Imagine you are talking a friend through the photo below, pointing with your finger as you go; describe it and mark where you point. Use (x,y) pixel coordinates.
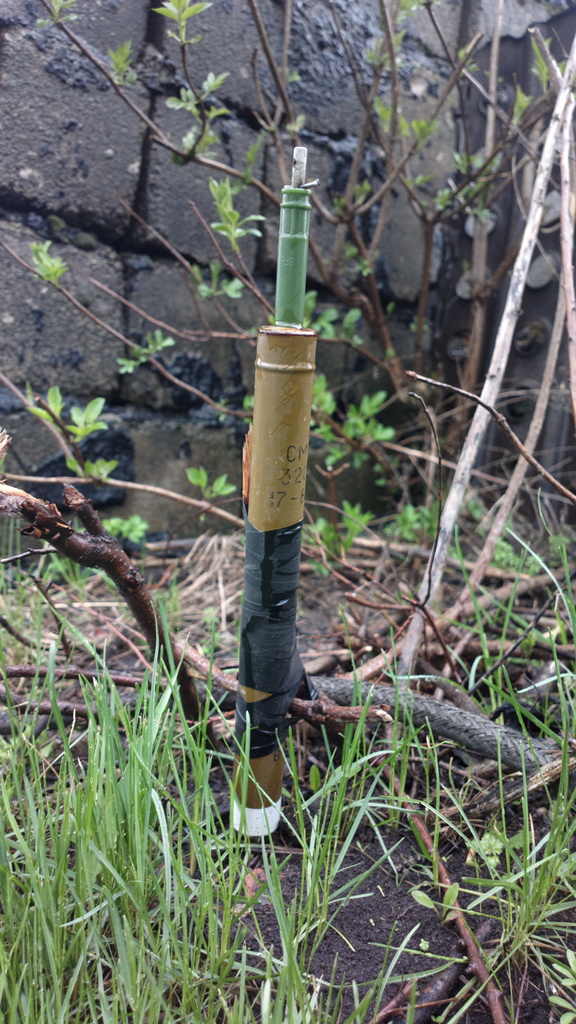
In this picture I can see a metal tube (265,702), there are plants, grass (50,947), and in the background (557,187) there is a wall (343,192).
